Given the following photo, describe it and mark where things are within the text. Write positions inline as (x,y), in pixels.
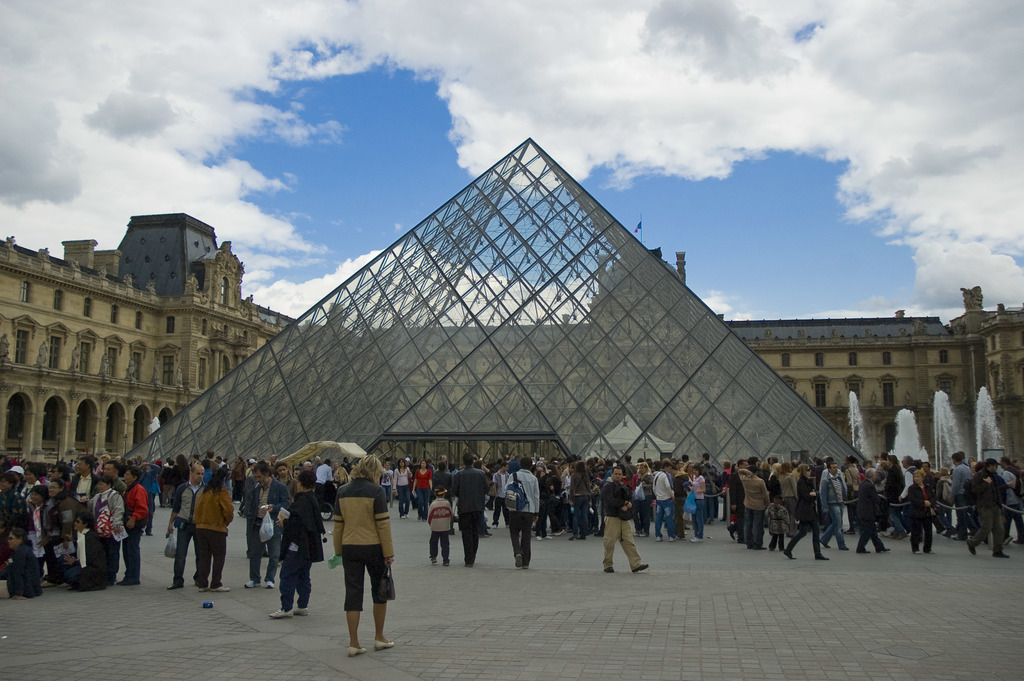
This image consists of many persons (869,519). At the bottom (608,646), there is a road (411,660). In the background (418,251), there are buildings (935,363) and a structure of a pyramid (609,356). On the right (986,416), there are fountains (915,437). At the top (445,155), there are clouds (292,245) in the sky (445,155).
